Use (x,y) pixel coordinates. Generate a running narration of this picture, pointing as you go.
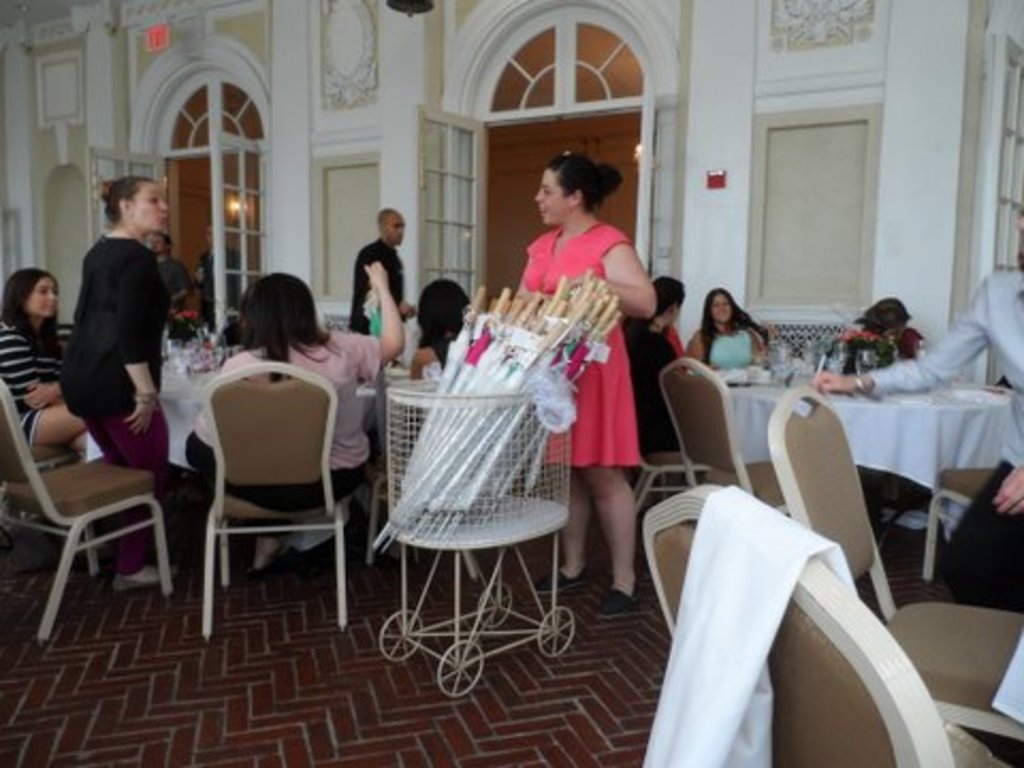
In this image, group of peoples (831,387) are sat on the chair (284,523). Few (106,293) are standing here and here. There is a basket (520,457) few items (554,310) are placed on it. And brown color floor (595,671), white color walls (714,284). We can see glass doors (476,207) and here there is a exit board (161,46). Few items (785,363) are placed on the top of the table (846,409). there are so many tables (373,401) in the room (717,215).
